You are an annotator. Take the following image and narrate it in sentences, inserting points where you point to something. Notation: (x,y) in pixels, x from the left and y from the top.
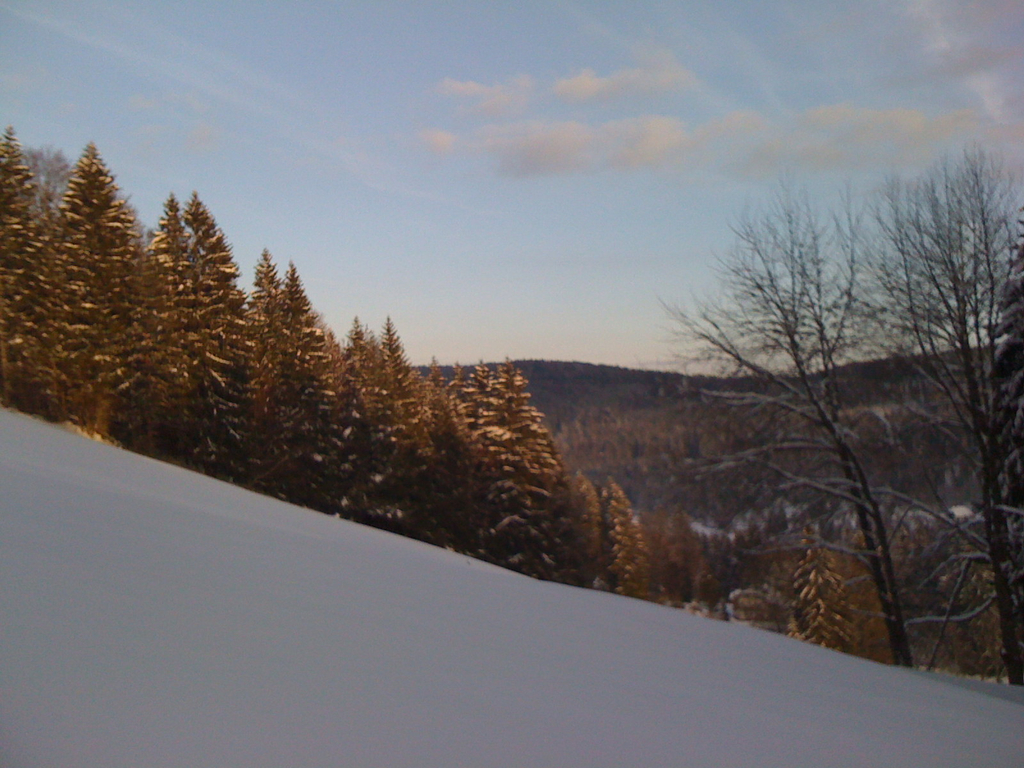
This image is clicked outside. At the bottom (546,665), there is snow (256,642). In the background (163,341), there are trees (503,440) and mountains (597,436). At the top (473,152), there are clouds (477,94) in the sky (291,207).
